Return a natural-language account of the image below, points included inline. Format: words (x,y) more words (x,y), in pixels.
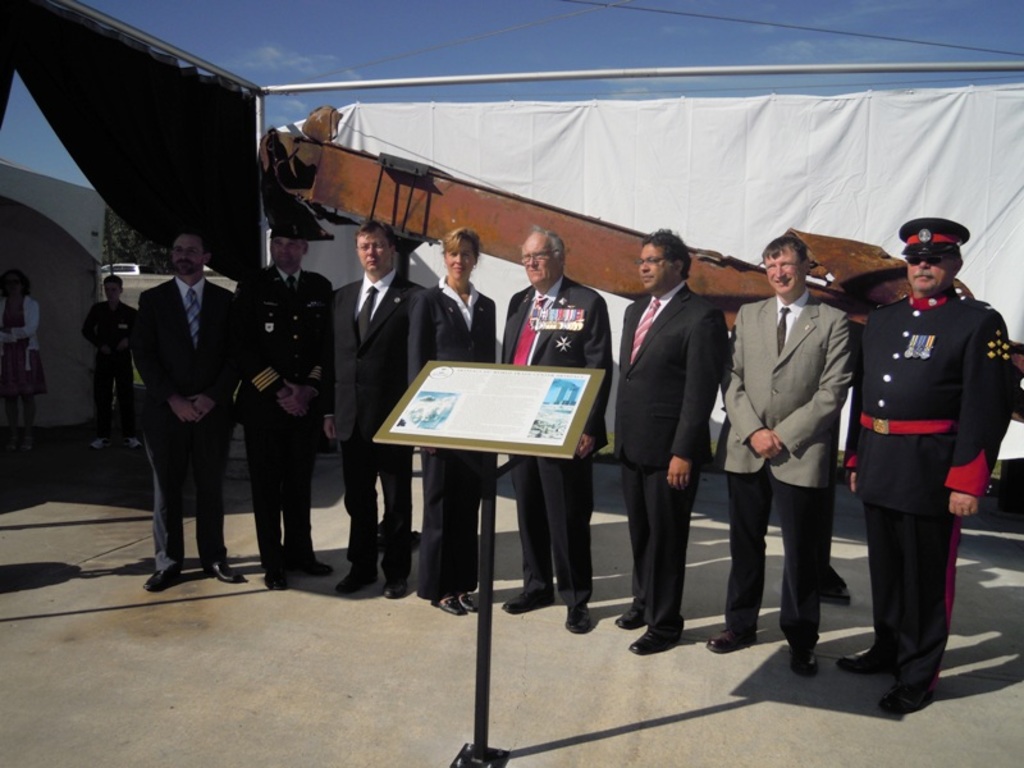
There are people (374,302) standing in the center of the image (398,365) and a desk (483,551) in front of them. There are people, curtains (615,152), wires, tree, vehicle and sky (523,86) in the background area (532,85).
